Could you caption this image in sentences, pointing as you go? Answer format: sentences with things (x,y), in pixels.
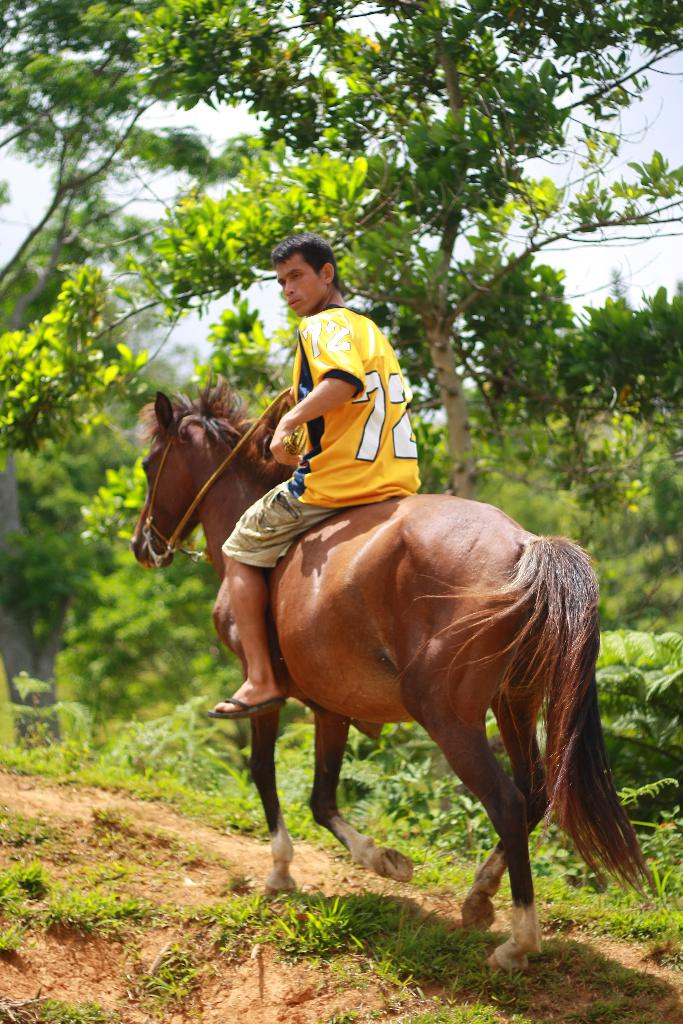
In this picture in the middle (365,667) one man (370,472) is riding horse (343,652). The color of the horse (396,549) is brown. The man (275,559) is wearing yellow t shirt (339,434) and shorts (250,538). In the ground (417,921) there are grasses (180,781). In the background (100,465) there are trees (239,150). This is the sky (202,114). the sky (190,114) is clear.
